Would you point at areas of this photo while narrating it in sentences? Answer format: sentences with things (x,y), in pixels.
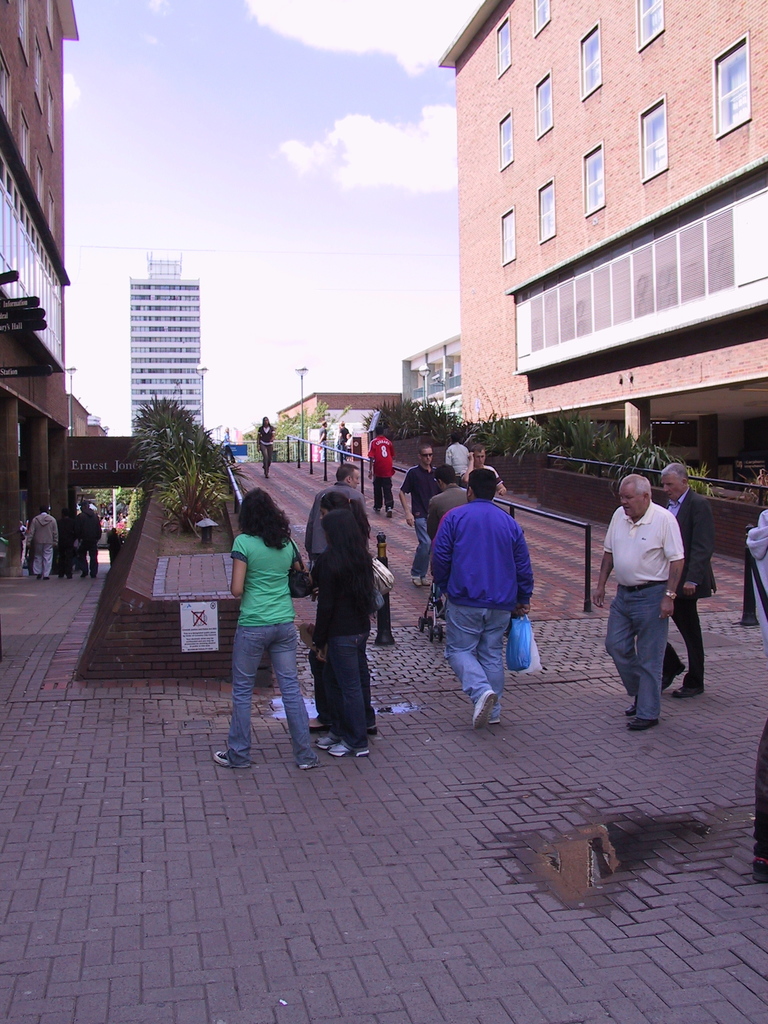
In the image there are many people (487,589) walking on a foot over bridge (276,476) with buildings (537,381) on either side of it and above its sky (294,184) with clouds (357,152).
